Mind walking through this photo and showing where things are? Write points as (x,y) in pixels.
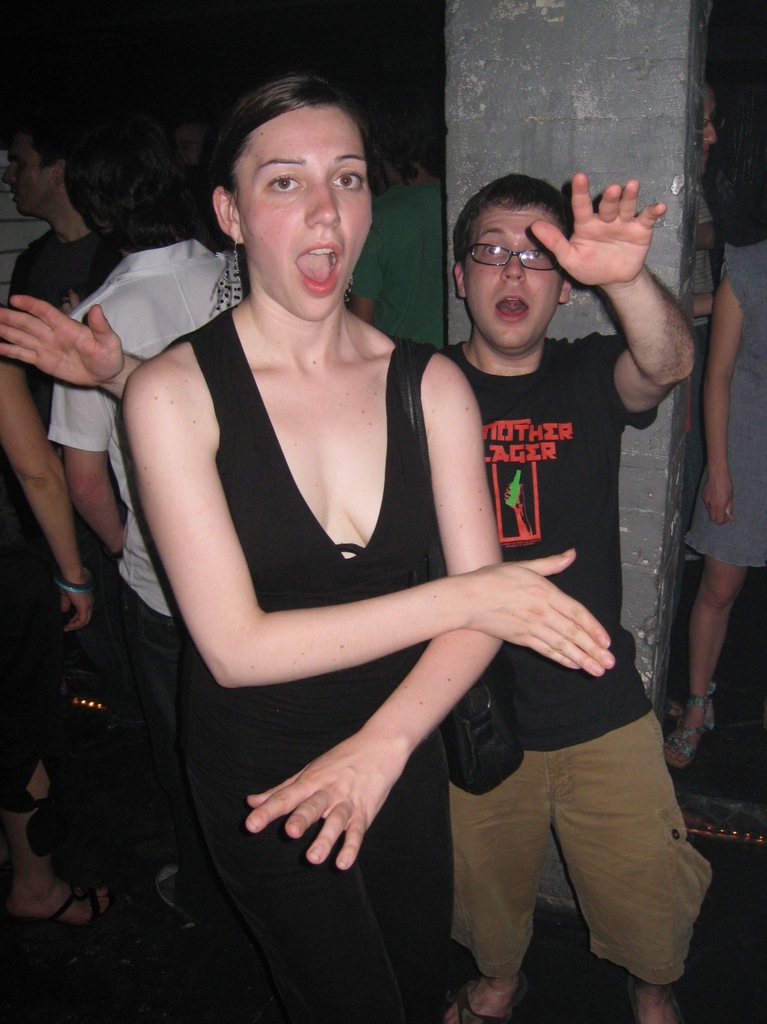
This image consists of few persons (361,446). In the front (356,527), we can see a woman (336,718) wearing a black dress (311,591) is dancing. In the background (662,161), there is a pillar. At the bottom (709,963), there is a floor (745,696).
